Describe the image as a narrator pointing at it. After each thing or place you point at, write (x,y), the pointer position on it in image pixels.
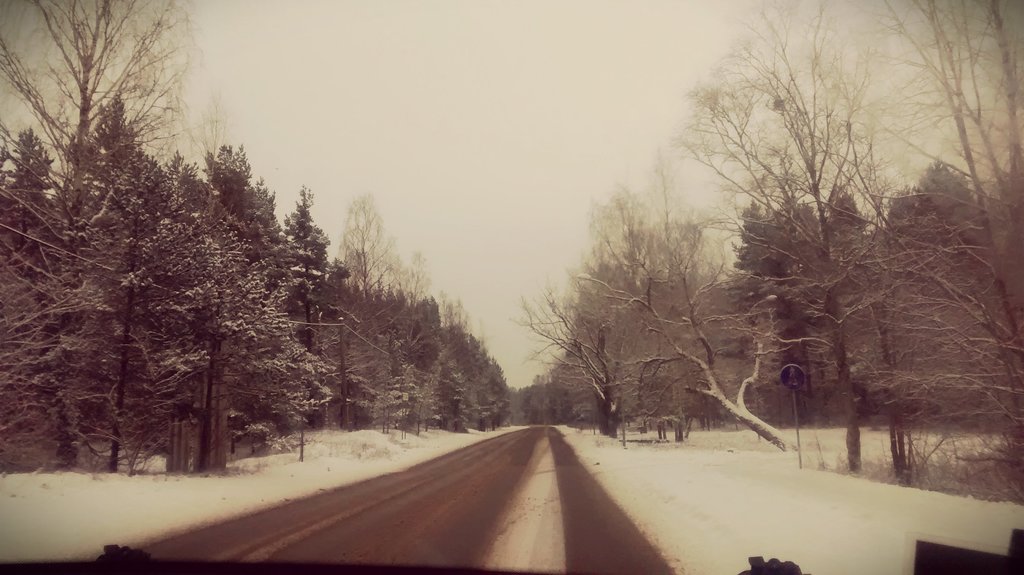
In this picture I can see the road (463,502) in the middle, there are trees (236,335) on either side of this image. There is the snow (644,444) in the middle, at the top (559,142) there is the sky (552,165).
